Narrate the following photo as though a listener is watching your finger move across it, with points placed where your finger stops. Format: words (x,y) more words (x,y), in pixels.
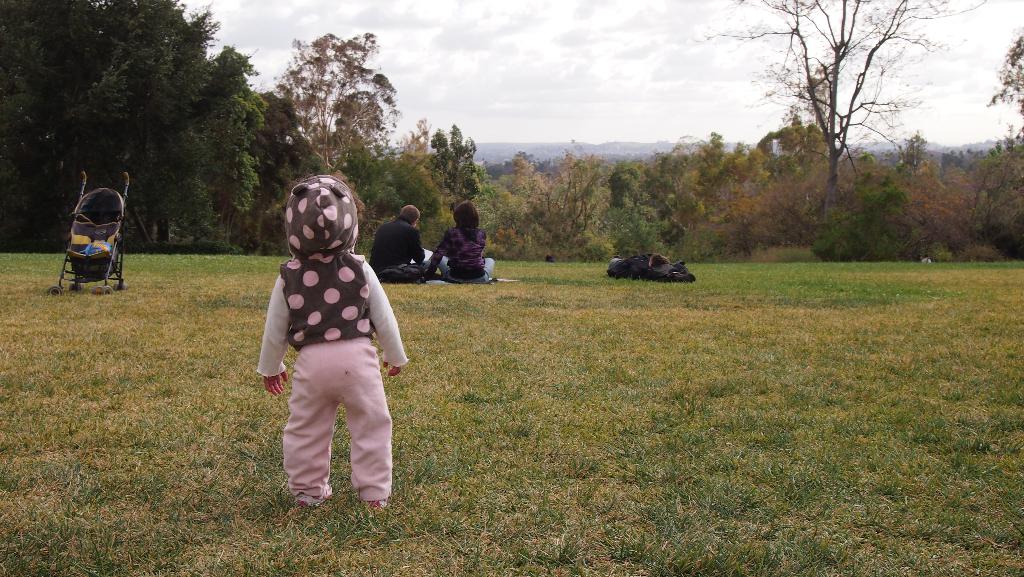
In this image I can see the baby (308,310) and the baby (347,360) is wearing white and pink color dress (356,315). In the background (457,273) I can see two persons (416,268) sitting, the stroller (105,241), few trees (482,178) in green color, mountains (549,149) and the sky (566,75) is in white color.
